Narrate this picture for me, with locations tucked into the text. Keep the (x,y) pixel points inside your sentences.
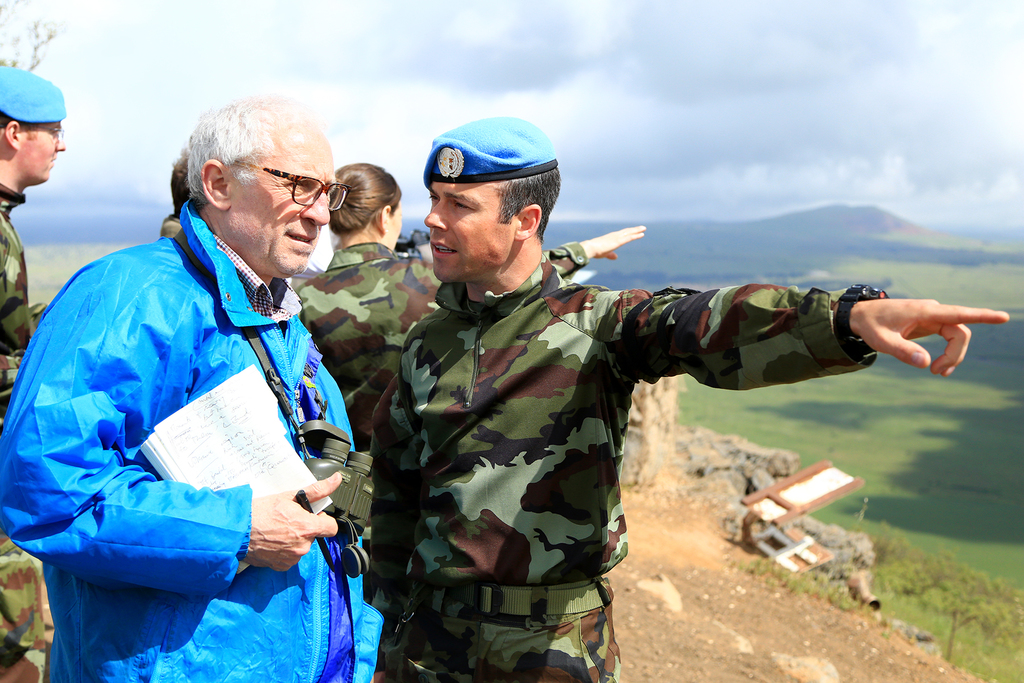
In this image there is the sky (615,141) towards the top of the image (624,82), there are clouds (788,65) in the sky (788,65), there is a mountain (867,220), there is the grass (934,430), there are plants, there are group of persons (270,313) standing, there is a man (264,350) standing and holding an object (196,425), there is a wooden object (805,504) on the ground (761,552).
